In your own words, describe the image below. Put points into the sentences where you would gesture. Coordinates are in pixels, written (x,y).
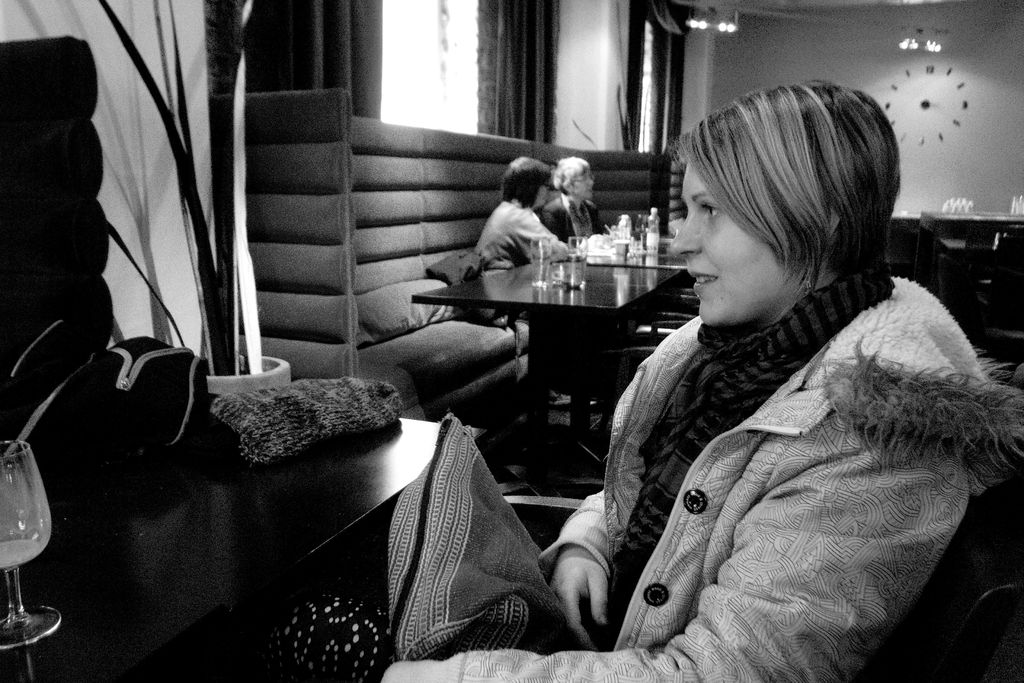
this is a black and white picture. In Front of the picture we can see a women (754,485) wearing a jacket (779,577) and sitting on the chair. Near to the women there is a table (132,540) and it's a glass (38,527) on the table (40,569). This is a table (603,265) and there are few glasses (584,271) and bottles (648,240) on the table (592,286). We can see two persons (546,226) sitting over here on the sofa (608,167). On the background (879,94) we can see a wall (960,94) with a clock hands (897,120). These are the lights (929,42).
